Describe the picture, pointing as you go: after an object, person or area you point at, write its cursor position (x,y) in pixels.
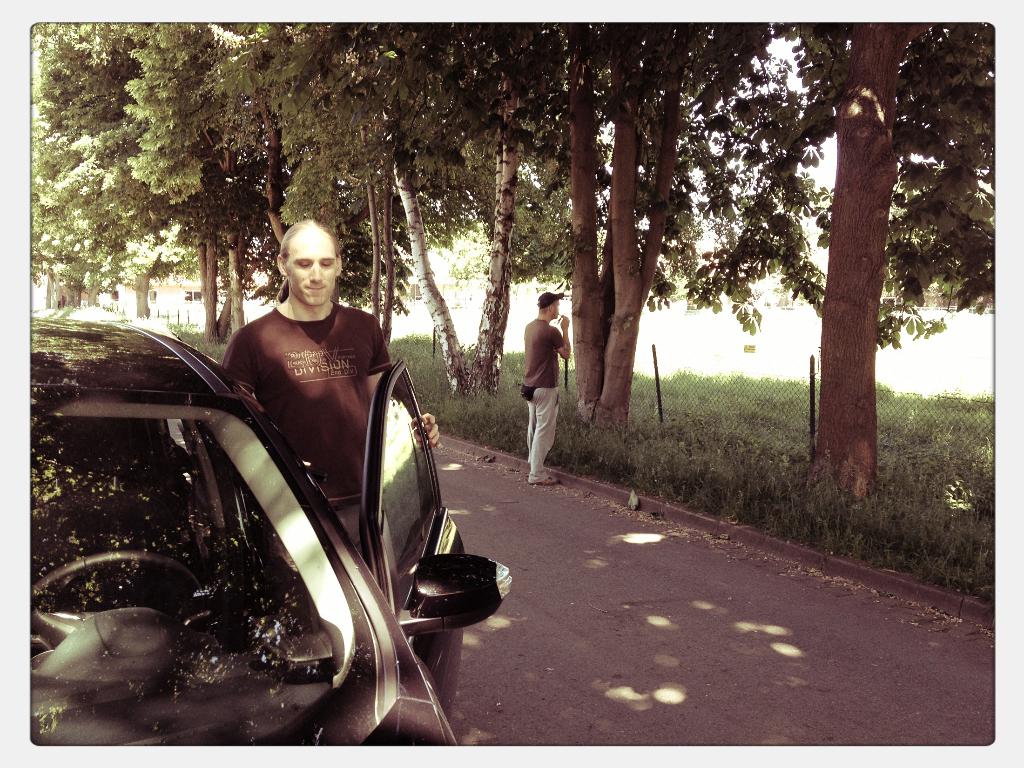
In this image there is a person (349,459) standing beside the car (243,460) and he placed his hand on the door (411,511) of the car (366,535), there is another person (546,371) standing. In the background (539,242) there are trees (83,244) and grass (700,410).
